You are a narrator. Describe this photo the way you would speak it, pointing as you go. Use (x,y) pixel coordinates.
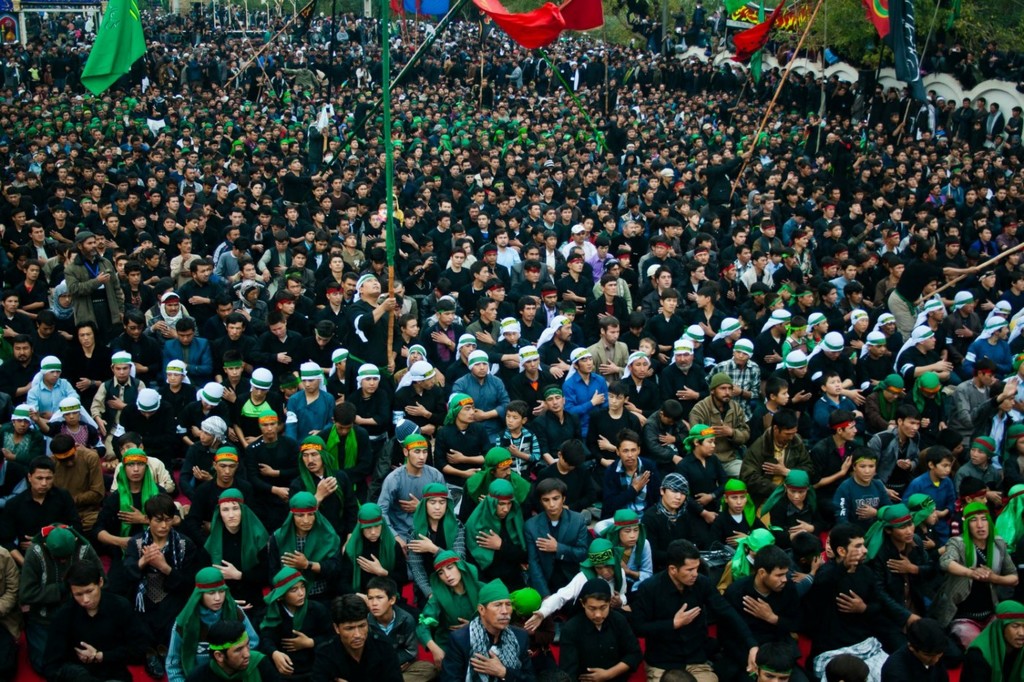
In this image there are a group of people (209,385) who are wearing headscarf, and there are some poles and flags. And in the background (668,20) there are trees (921,10), buildings (955,82), poles (334,7) and ropes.
